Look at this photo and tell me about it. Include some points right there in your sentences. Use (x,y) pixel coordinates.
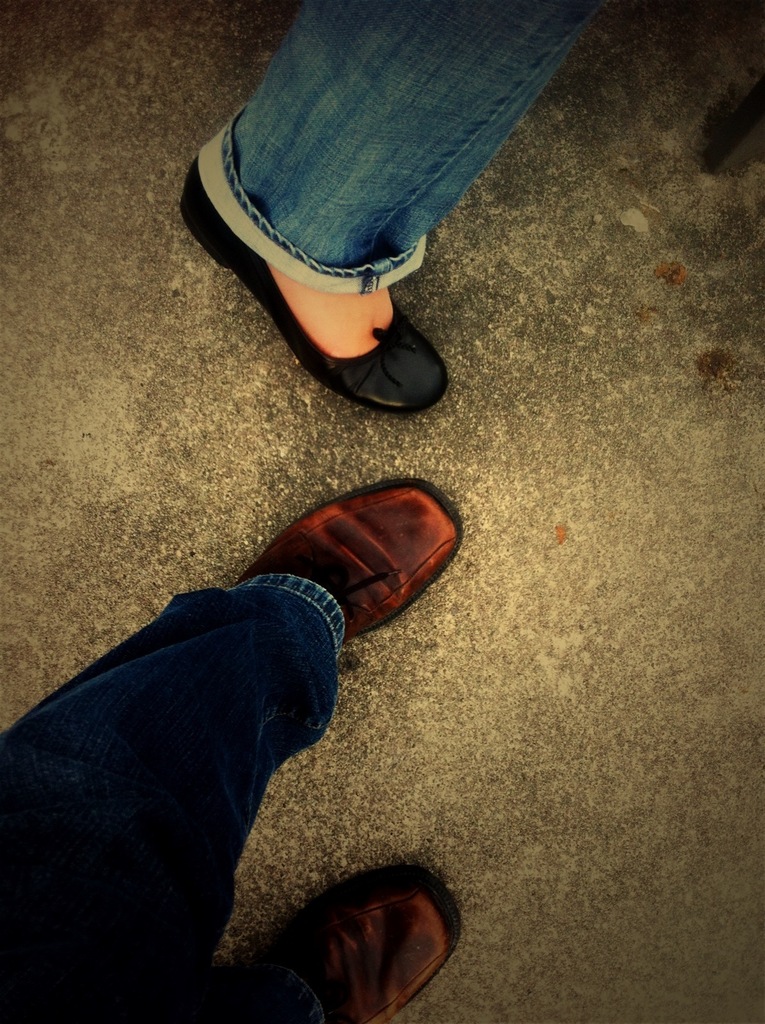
This image is taken outdoors. At the bottom of the image (596,752) there is a floor (527,450). At the bottom of the image (228,778) a man (216,732) is standing on the floor (350,757). He has worn shoes (354,945) and jeans (170,810). At the top of the image (367,219) a woman (367,219) is standing on the floor (344,459).
